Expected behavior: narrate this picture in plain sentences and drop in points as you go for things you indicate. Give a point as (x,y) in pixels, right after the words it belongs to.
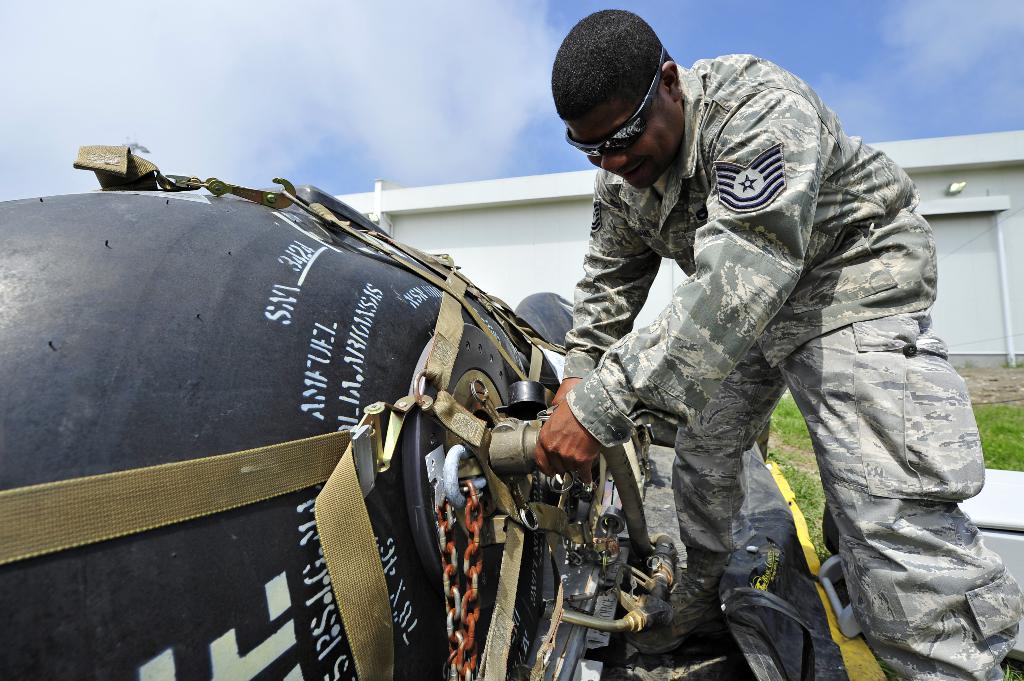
In this image there is a person (723,289) standing and repairing something, there is grass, a garage (994,256), and in the background (1007,121) there is sky (543,3).
